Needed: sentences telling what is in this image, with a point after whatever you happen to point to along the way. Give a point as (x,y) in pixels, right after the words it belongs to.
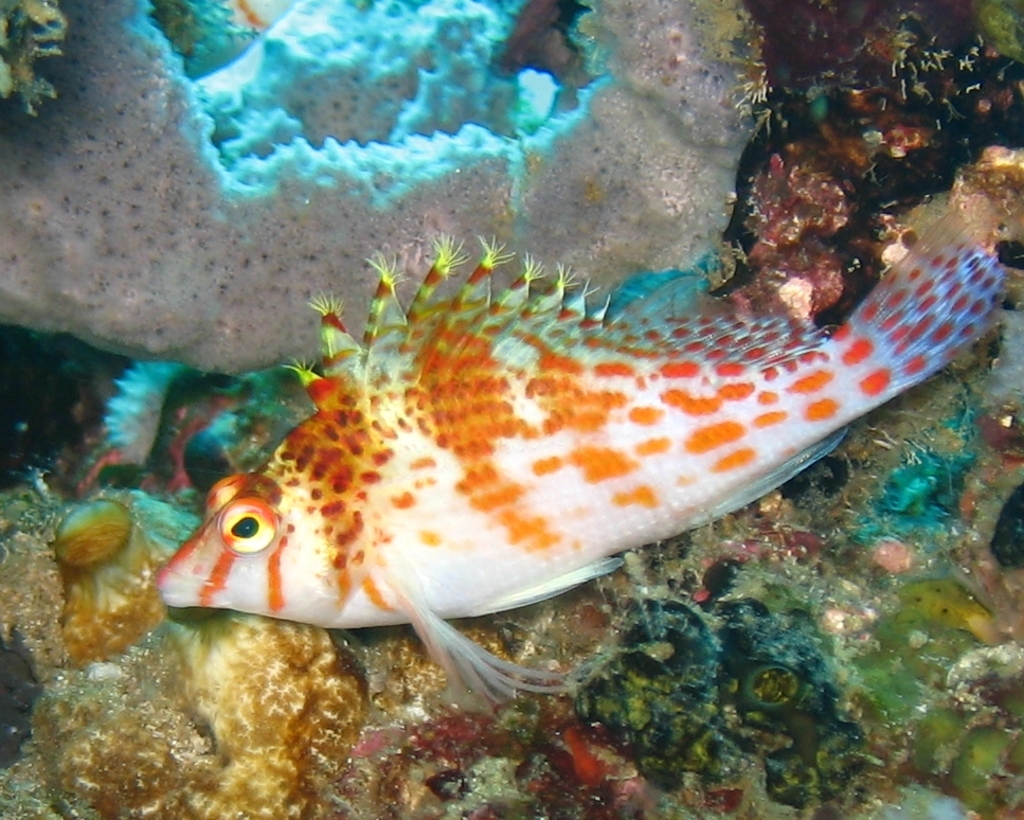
This image is taken in an aquarium (509,364). In the middle of the image (566,284) there is a fish (728,388) in the water (519,622), which is orange and white in colors. In the background (820,669) there are many coral reefs (735,184).
